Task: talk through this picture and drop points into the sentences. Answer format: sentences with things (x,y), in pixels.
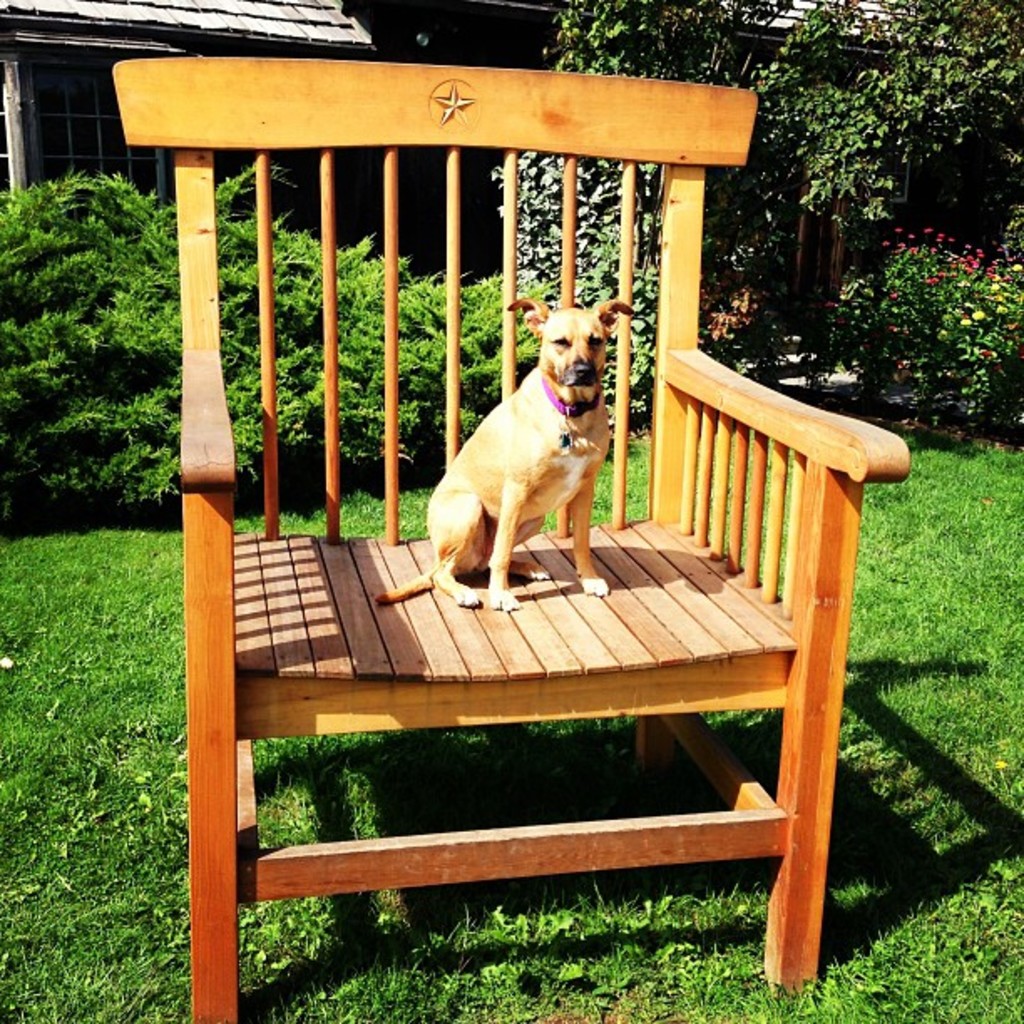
In this picture we can see a dog (498,454) on chair (394,569) and this chair (516,208) is on grass (99,671) and in background (1022,409) we can see trees (769,122).
